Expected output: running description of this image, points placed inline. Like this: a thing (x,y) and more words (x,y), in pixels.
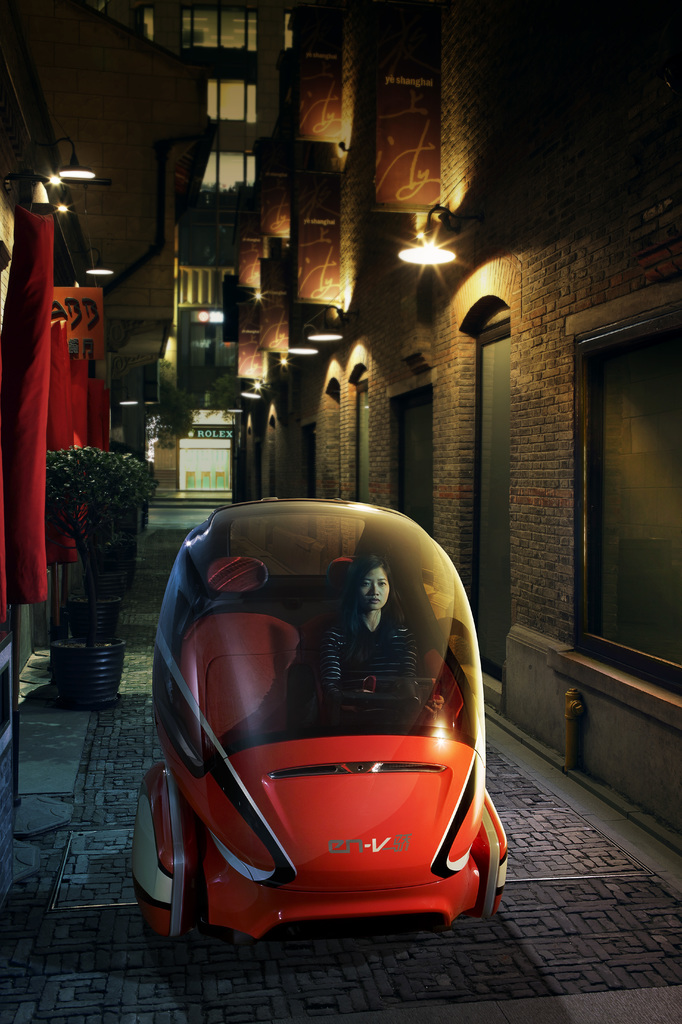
There is a vehicle (370,798) which is in the center of the road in which a women (352,657) is seating in the seat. There is the flower pot (88,513) beside the road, also there are few flags (72,396) placed on left side of the street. There is a brick wall (547,264) on the right side of the street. There are few street lights (417,260) placed over there. There is a Rolex showroom (208,448) in the street (195,504).
